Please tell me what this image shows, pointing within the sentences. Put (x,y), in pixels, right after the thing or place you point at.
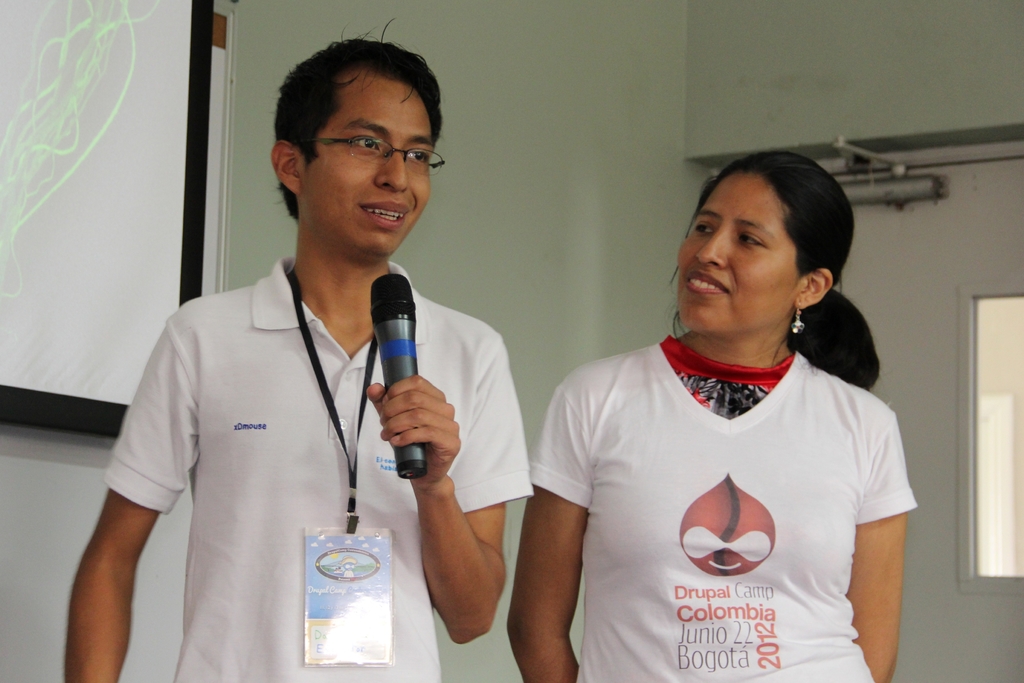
In this image we can see a man (434,443) and a woman (613,450) standing. In that a man (449,445) is holding a mic (404,292). On the backside (696,133) we can see the projector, a wall (561,158) and a window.
